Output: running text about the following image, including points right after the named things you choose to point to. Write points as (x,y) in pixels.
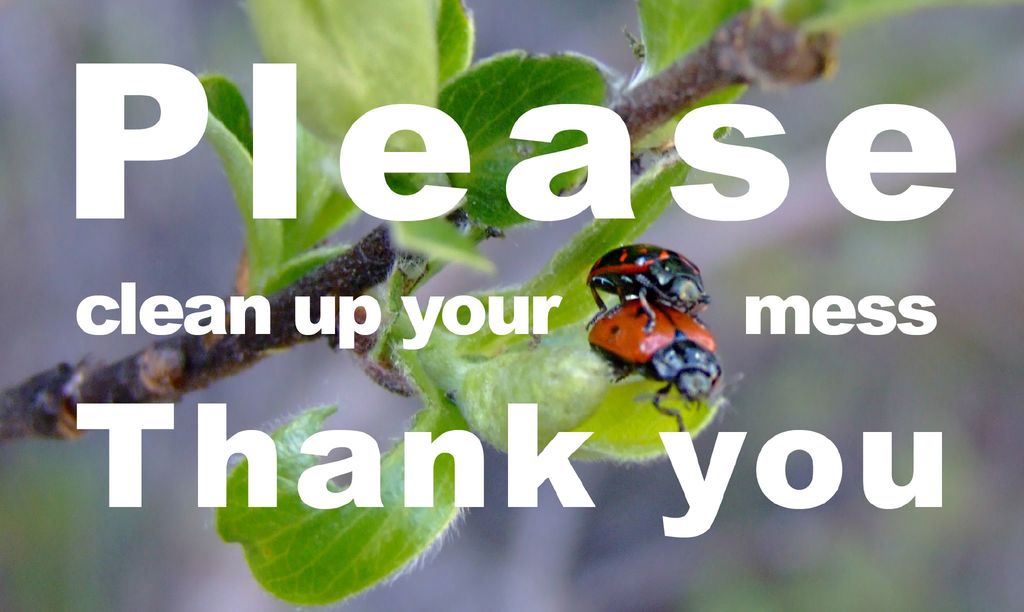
This is a poster having white color text (384,147) on an image. In the image, we can see there is an insect (664,271) on another orange color insect (662,323), which is on a leaf (636,437) of a tree (404,189). This tree (53,389) is having green color leaves (358,45) and a fruit (531,374). And the background (11,66) is blurred.
